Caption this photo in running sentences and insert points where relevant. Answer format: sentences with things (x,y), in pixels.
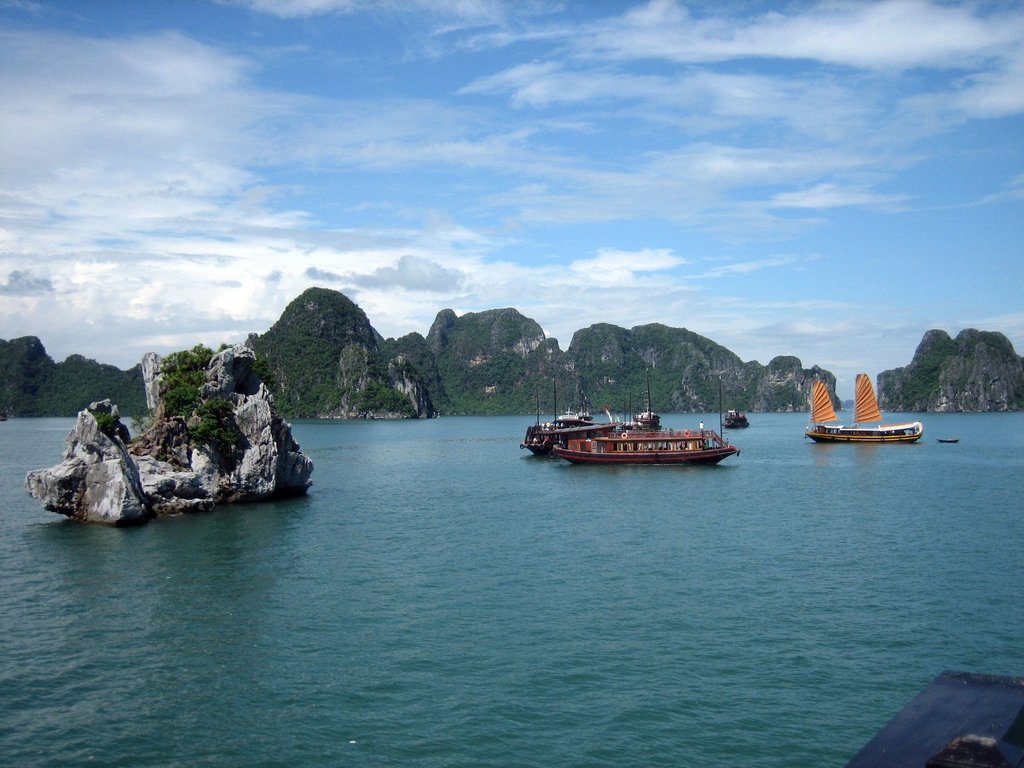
In this picture we can see a few boats (665,461) in the water (552,484). There are a few plants (186,407) and rocks (150,490) in water (431,669). We can see mountains (1003,377) and trees (48,386) in the background (395,398). Sky (382,240) is blue in color and cloudy.
